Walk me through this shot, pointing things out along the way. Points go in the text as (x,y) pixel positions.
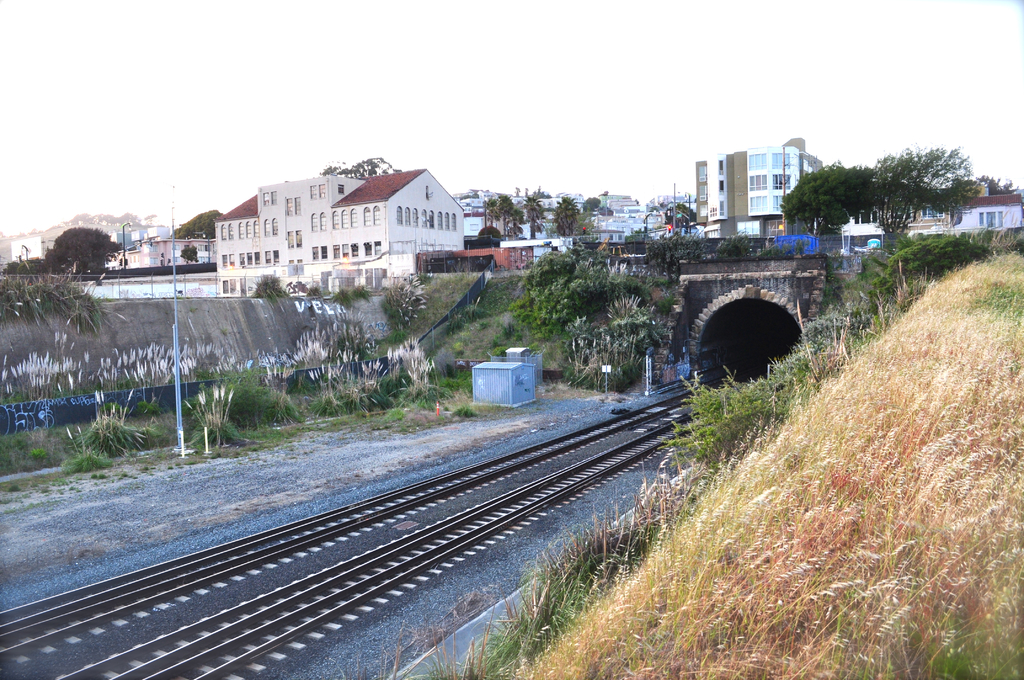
In this picture I can see the grass (686,486) and the plants (702,448) on the right side (793,382) and in the middle of this picture (634,413) I can see the tracks (449,543) and a tunnel (771,309). In the background (25,381) I can see few more plants (265,407), a pole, number of buildings (263,251), trees (975,184) and the sky (506,49).
